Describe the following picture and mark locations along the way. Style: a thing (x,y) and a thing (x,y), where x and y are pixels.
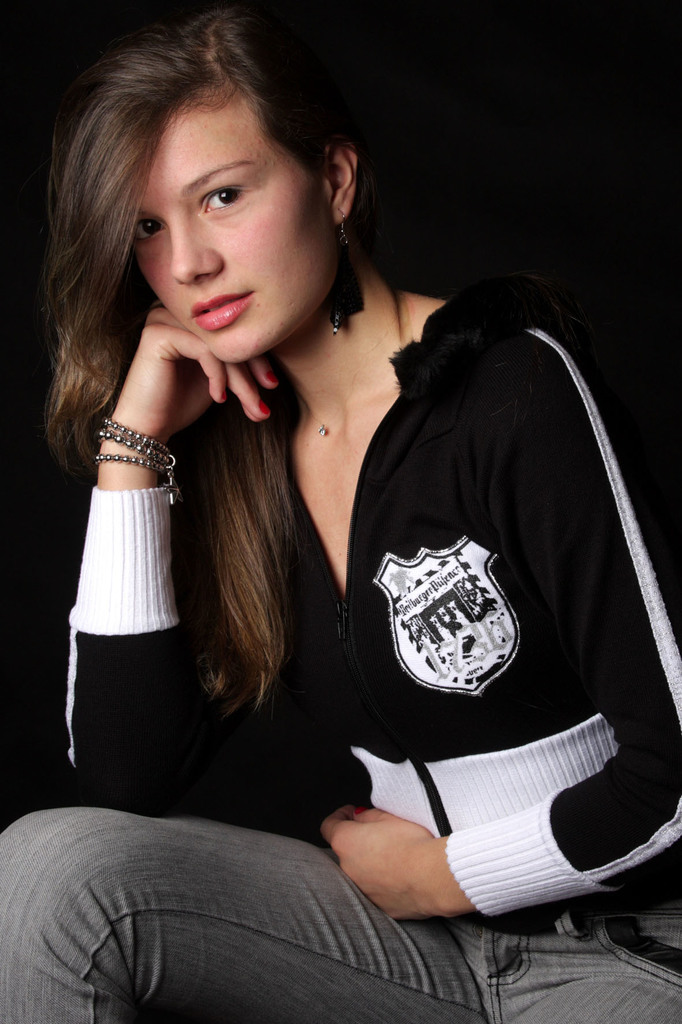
In the image we can see a woman (356,597) wearing clothes (410,652), bracelet (145,454) and earring (338,325) and the backgrounds in dark.
